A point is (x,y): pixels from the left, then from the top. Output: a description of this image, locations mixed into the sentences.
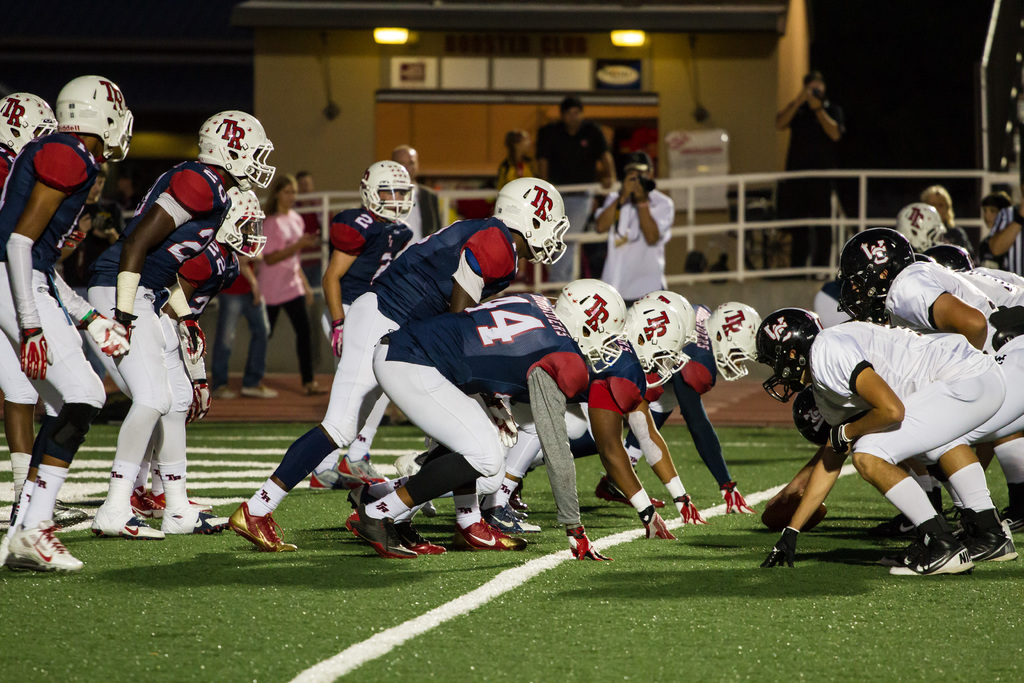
In this image I can see few people (483,265) are wearing, helmets (634,338) and different color dresses (549,408). Back I can see a building (448,130), lights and few people (813,138) are standing.
